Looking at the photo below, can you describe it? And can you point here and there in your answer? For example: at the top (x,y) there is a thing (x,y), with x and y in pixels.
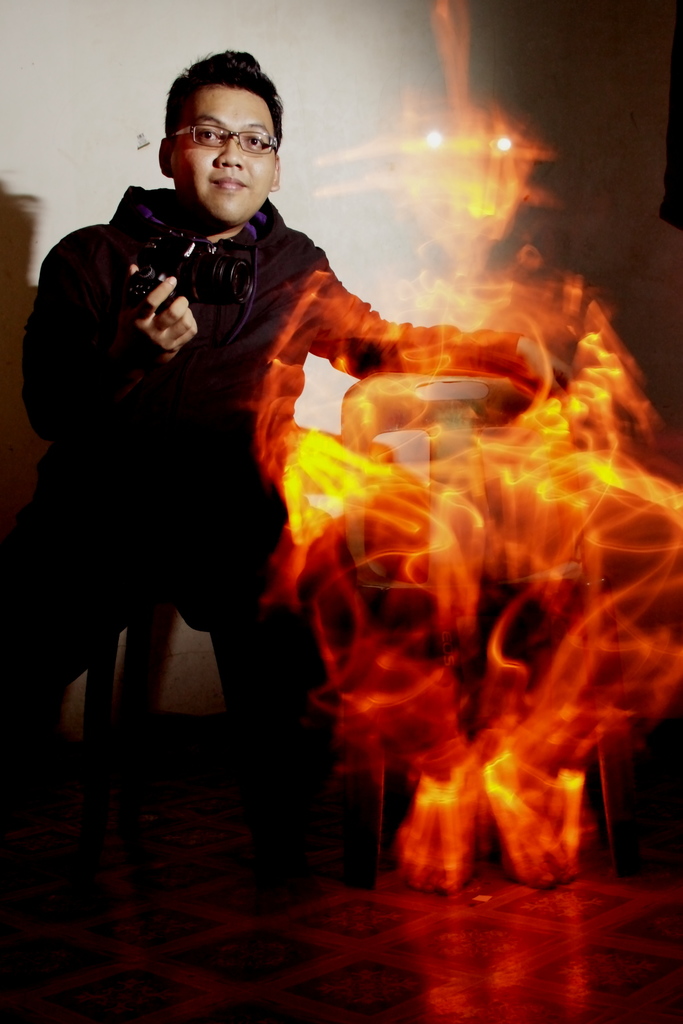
In the picture we can see a boy (194,161) sitting on the chair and holding a camera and beside him we can see another chair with animated fire person (545,796) sitting on it and in the background (630,177) we can see a wall (431,38).
